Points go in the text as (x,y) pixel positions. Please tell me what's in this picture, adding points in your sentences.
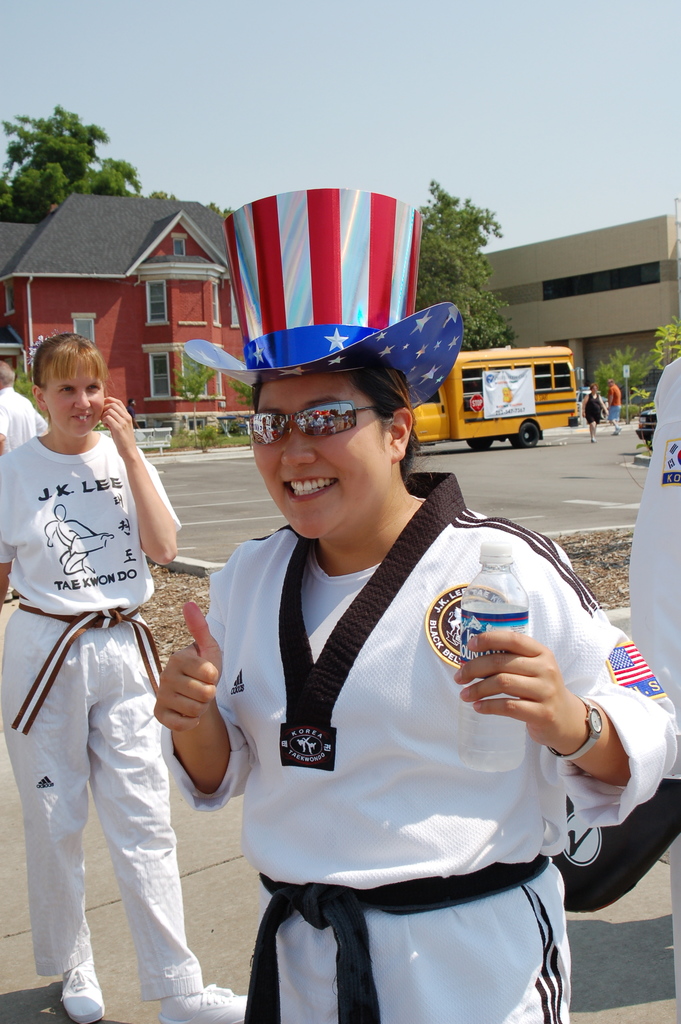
In this image we can see a woman (416,475) standing holding a bottle (488,614). On the backside (118,581) we can see some people (139,544) standing, a vehicle (519,420) on the road (197,500), some plants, trees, buildings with windows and the sky (549,220).
